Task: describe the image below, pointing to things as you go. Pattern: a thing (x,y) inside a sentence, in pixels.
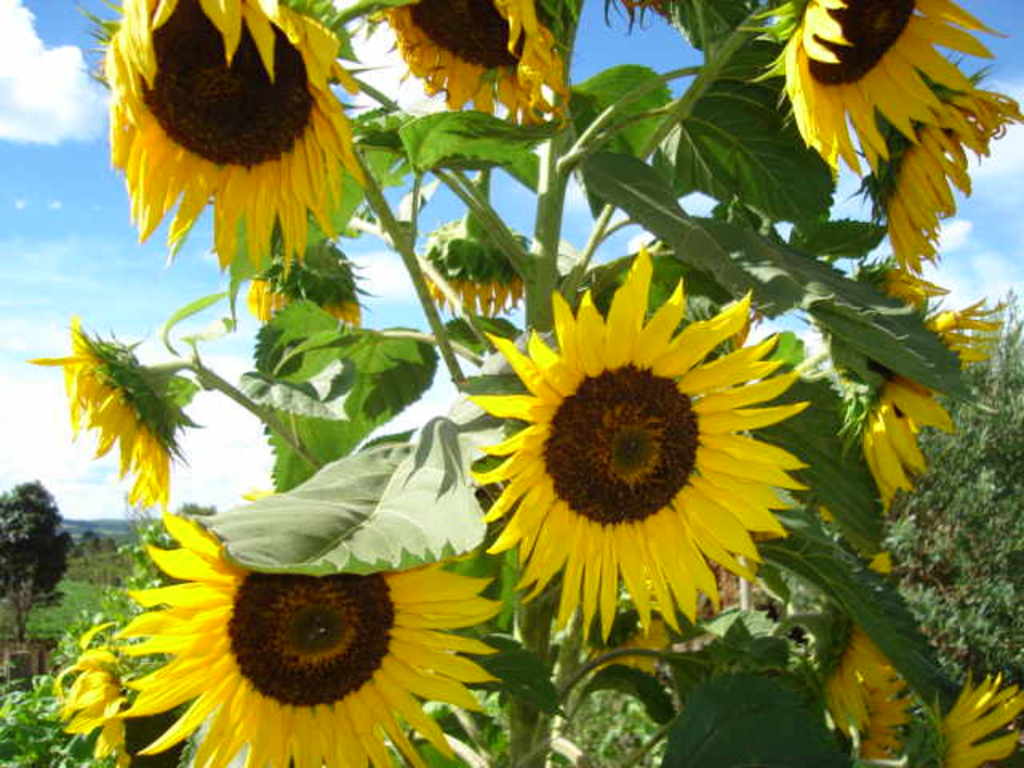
In this picture we can observe sunflowers (663,424) to the plant (631,317) which are in yellow and brown color. In the background (930,447) there are trees (110,552). We can observe sky (43,223) with clouds (35,94).
